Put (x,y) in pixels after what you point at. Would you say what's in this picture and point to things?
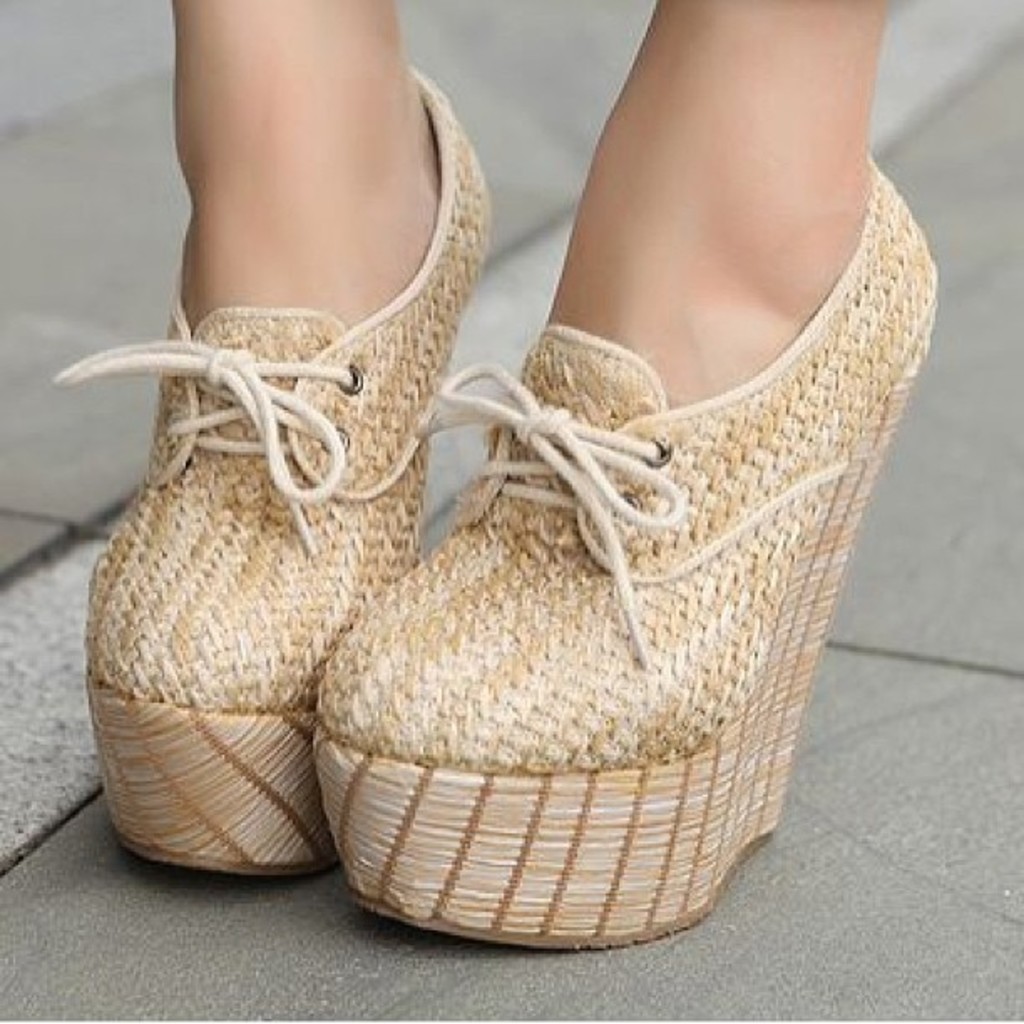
In this image, we can see the legs (764,282) of a person (304,180) wearing the shoes (585,663), we can see the floor (823,784).
